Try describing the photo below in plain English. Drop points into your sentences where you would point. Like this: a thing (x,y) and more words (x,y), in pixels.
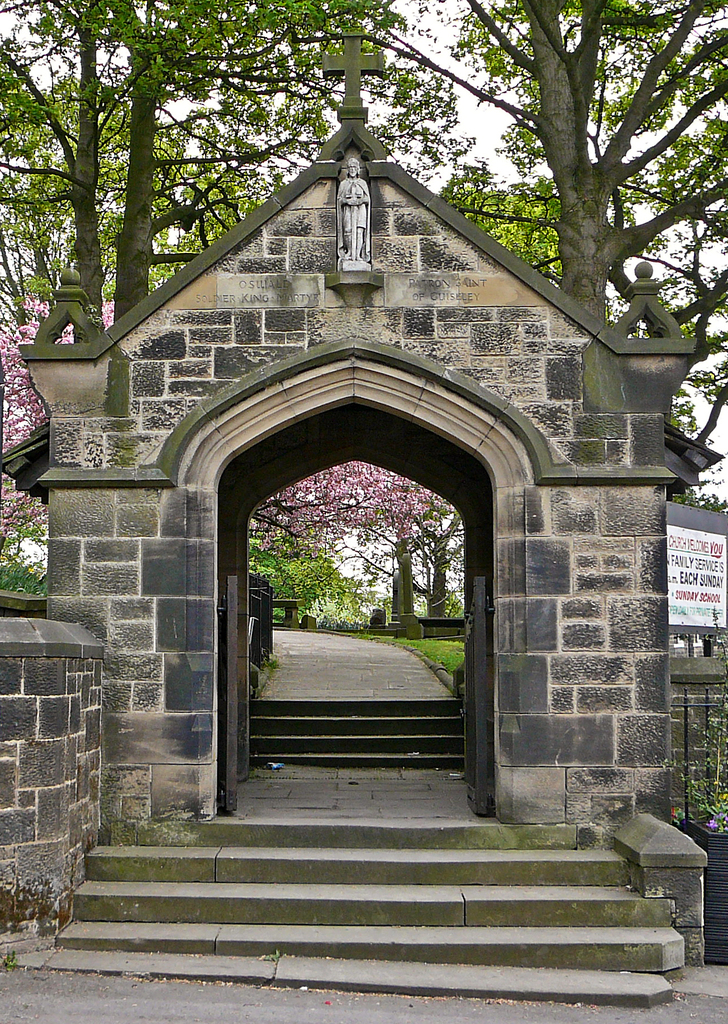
In this picture we can see a sculpture (347,182) and a holy cross symbol (335,60) on an arch (402,169). On the right side of the image (682,540), there is a board (693,534). Behind the arch (182,472), there are trees (11,104), grass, pillars (413,628) and the sky (422,579).
